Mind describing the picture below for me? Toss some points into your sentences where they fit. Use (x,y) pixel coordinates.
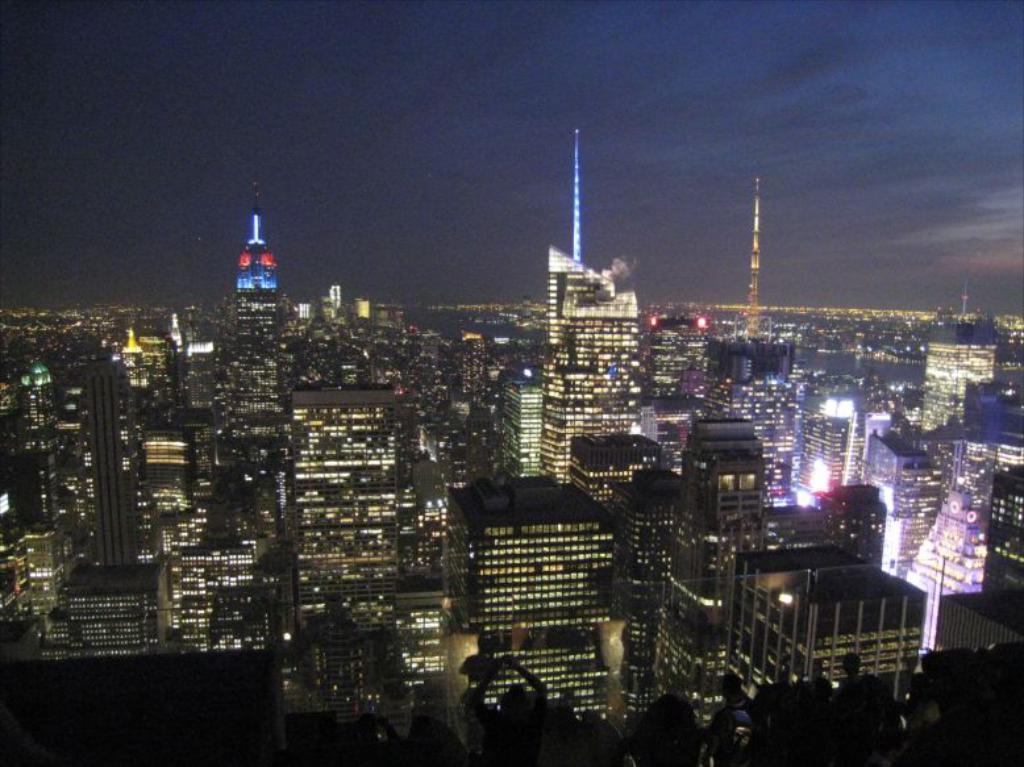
In this picture I can see number of buildings (608,309) and I can see lights (612,337) on the buildings (551,263). In the background (550,197) I can see the sky (774,208).
